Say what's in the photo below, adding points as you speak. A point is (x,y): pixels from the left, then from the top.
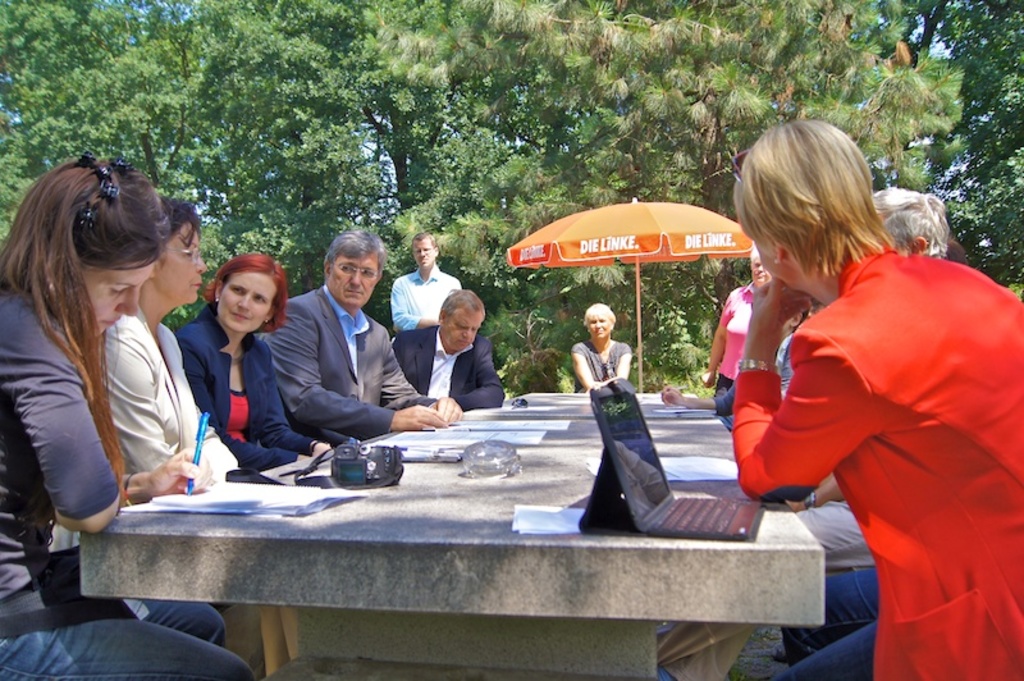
In this image I can see the group of people (752,496) sitting in-front of the rock (452,546). On the rock (553,566) there is a laptop (652,501), papers (315,505) and the camera (387,480). In the background (571,207) there is a umbrella (631,206) and the trees (496,101).
